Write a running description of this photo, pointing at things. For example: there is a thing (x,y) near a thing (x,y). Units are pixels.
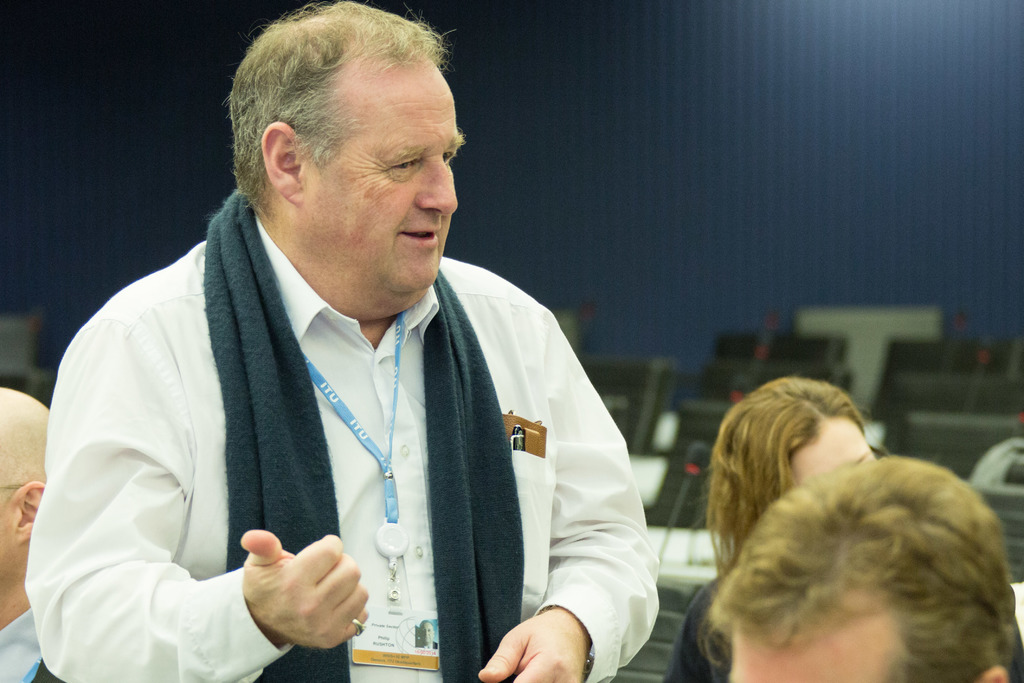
In this image we can see some persons (586,534). In the background of the image (533,204) there is a wall (697,223), chairs (936,376) and other objects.
